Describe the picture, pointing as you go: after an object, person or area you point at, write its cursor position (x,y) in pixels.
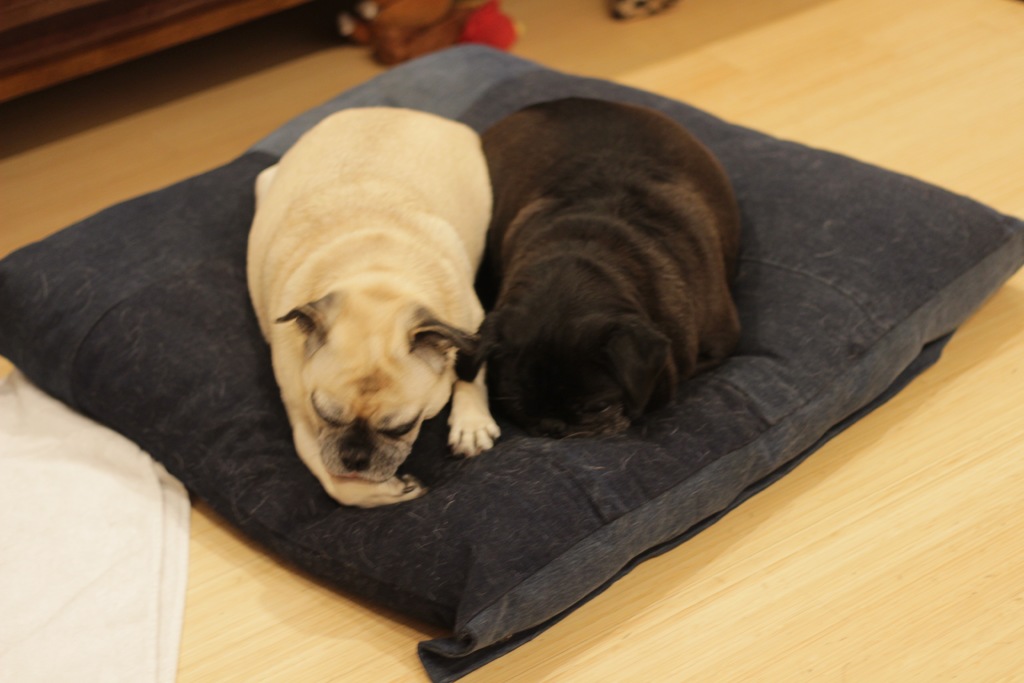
2 Dogs (639,292) are sleeping on the pillow (577,530), this pillow (749,416) is in black color.
